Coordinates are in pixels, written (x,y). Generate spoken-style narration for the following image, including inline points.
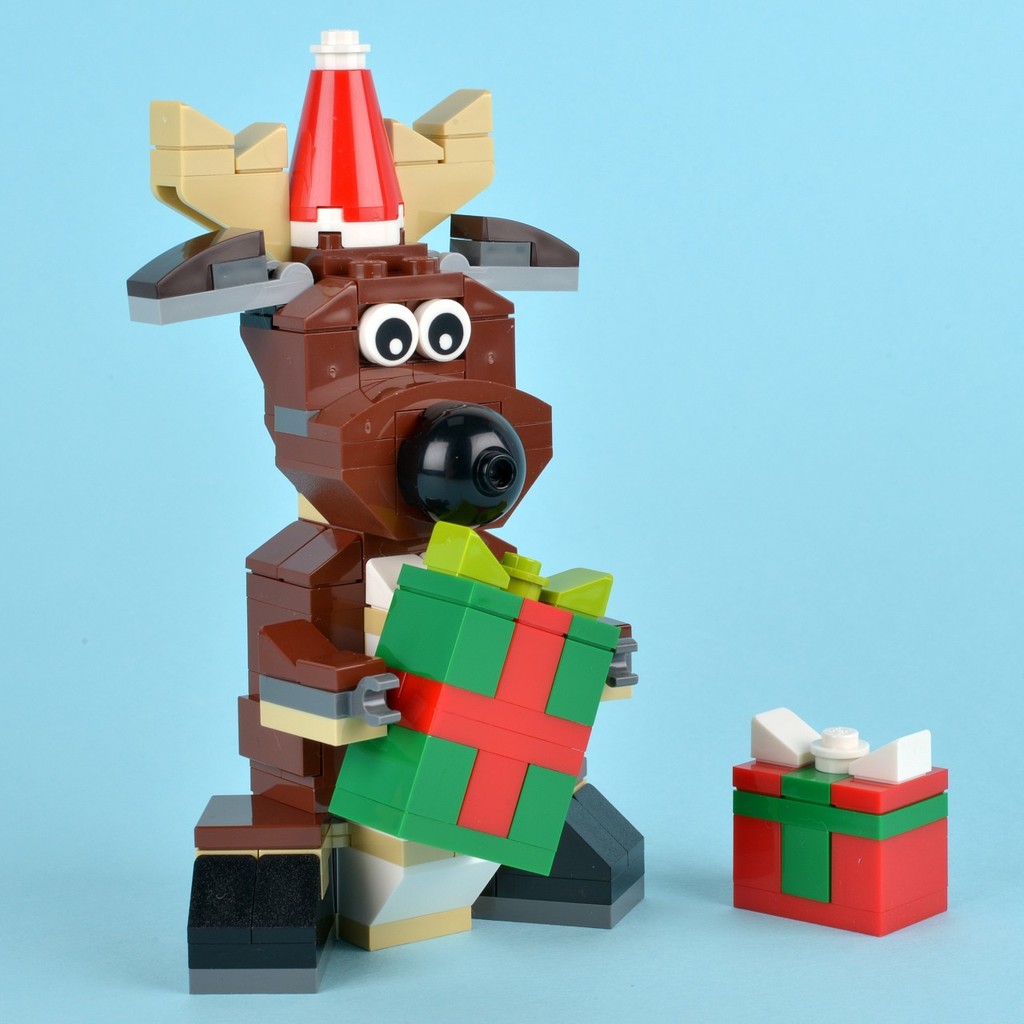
In this picture we can observe a toy (343,340) which is in brown color. This toy (352,511) is holding a green and red color box (464,686). The background (108,425) is in blue color.
